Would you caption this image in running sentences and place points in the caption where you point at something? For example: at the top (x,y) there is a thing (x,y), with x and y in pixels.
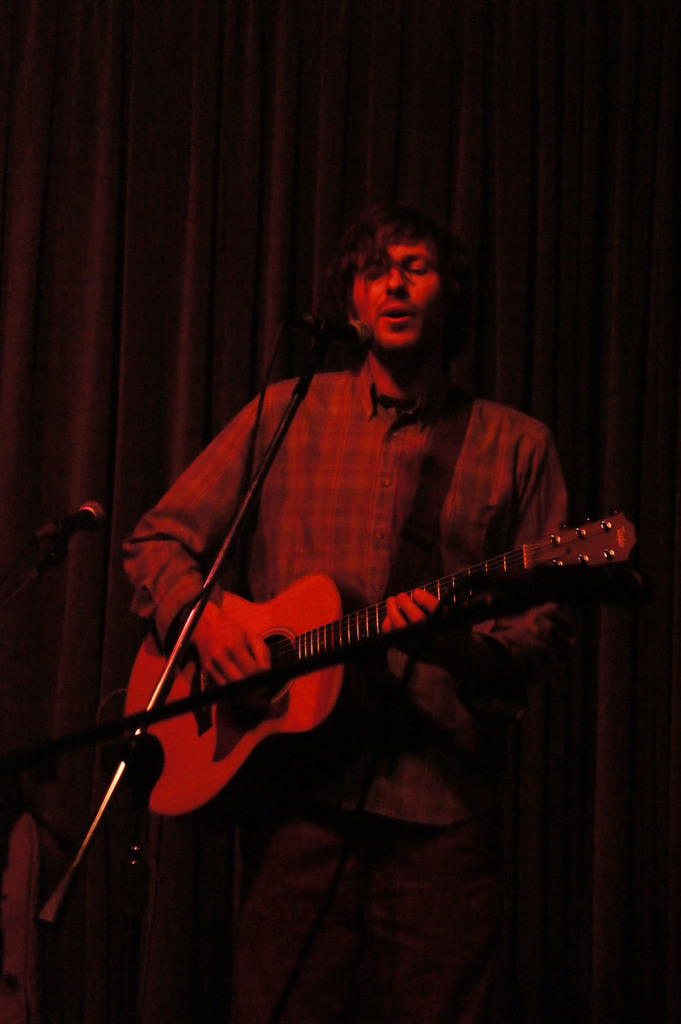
In this picture we can see man (456,628) holding guitar (315,626) in his hand (404,600) and playing it and singing on mic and in the background (442,59) we can see curtain (394,126).
